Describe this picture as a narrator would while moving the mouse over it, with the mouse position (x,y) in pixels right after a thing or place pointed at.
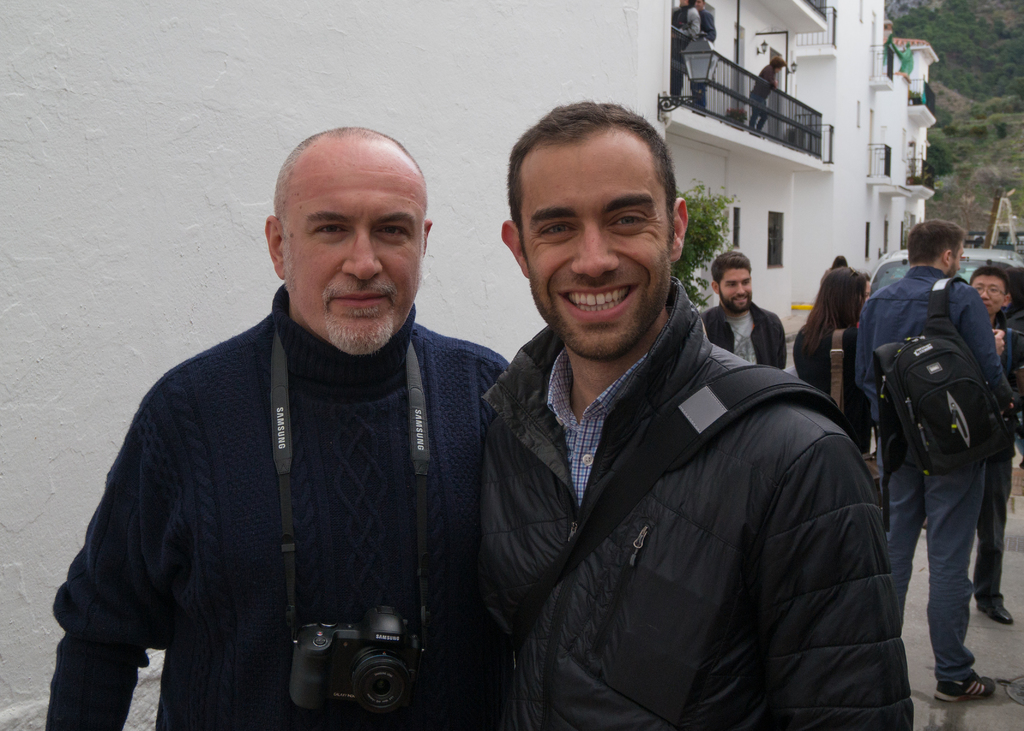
In this picture we can see two people (666,511), one person (268,479) is wearing a camera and in the background (931,509) we can see a group of people (915,519) on the ground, some people (902,530) are wearing bags (959,459), here we can see buildings (813,217), trees (724,228), vehicle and some objects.
